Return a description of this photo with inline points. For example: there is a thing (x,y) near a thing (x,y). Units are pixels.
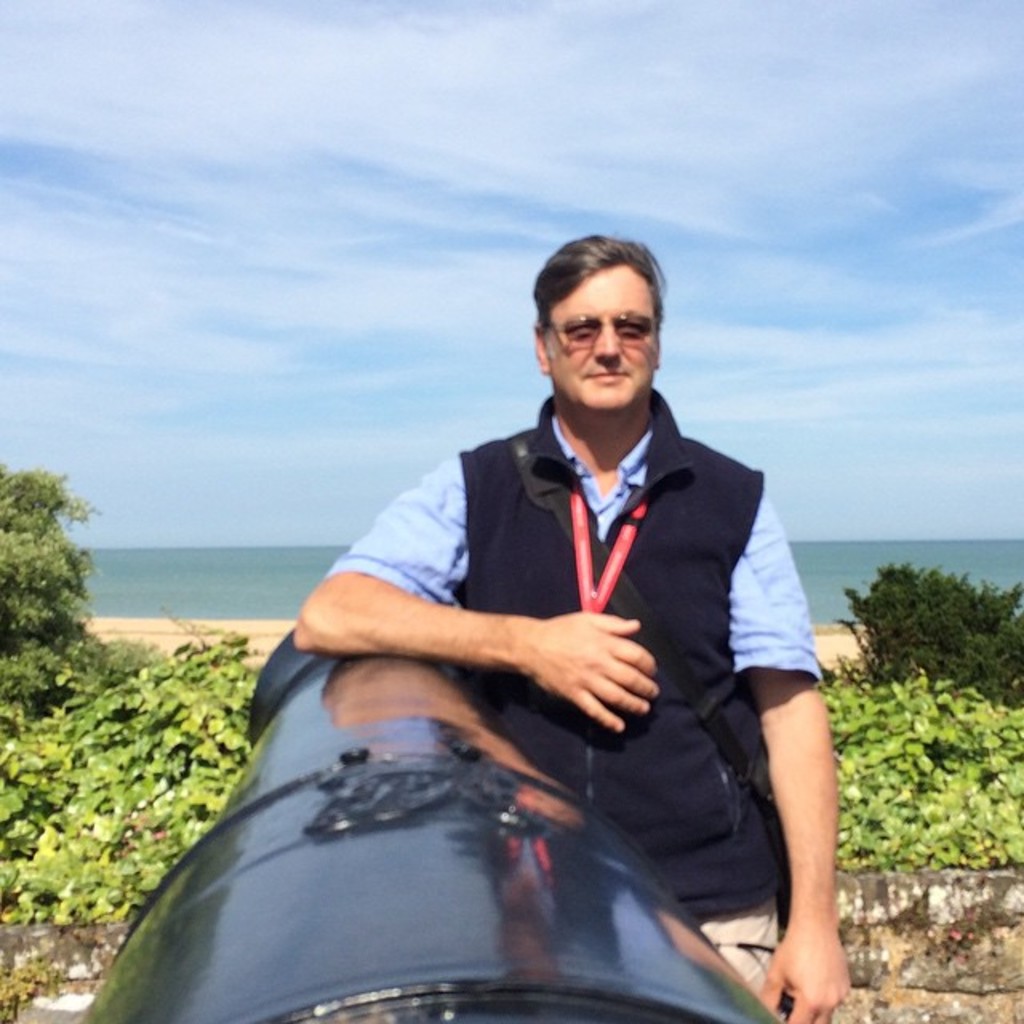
In this image in the front (458,832) there is a cannon (441,883) which is black in colour and there is a man (617,586) standing and leaning on the cannon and smiling. In the center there are plants (881,653). In the background (145,571) there is an ocean (970,540) and the sky (519,324) is cloudy.
